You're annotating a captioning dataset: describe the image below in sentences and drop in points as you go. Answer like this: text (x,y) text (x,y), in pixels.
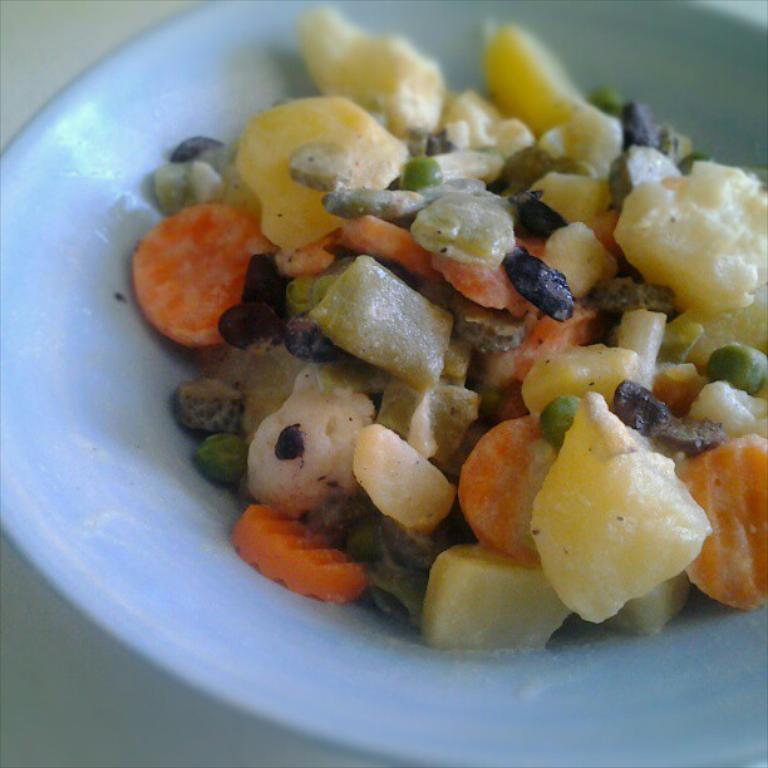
In this image there is a plate (152,565) on which there is a salad (496,407). In the salad (534,336) there are vegetables (232,377) like carrot (512,506), peas (563,410), potato (584,488) and some other food items (443,347) in it.
